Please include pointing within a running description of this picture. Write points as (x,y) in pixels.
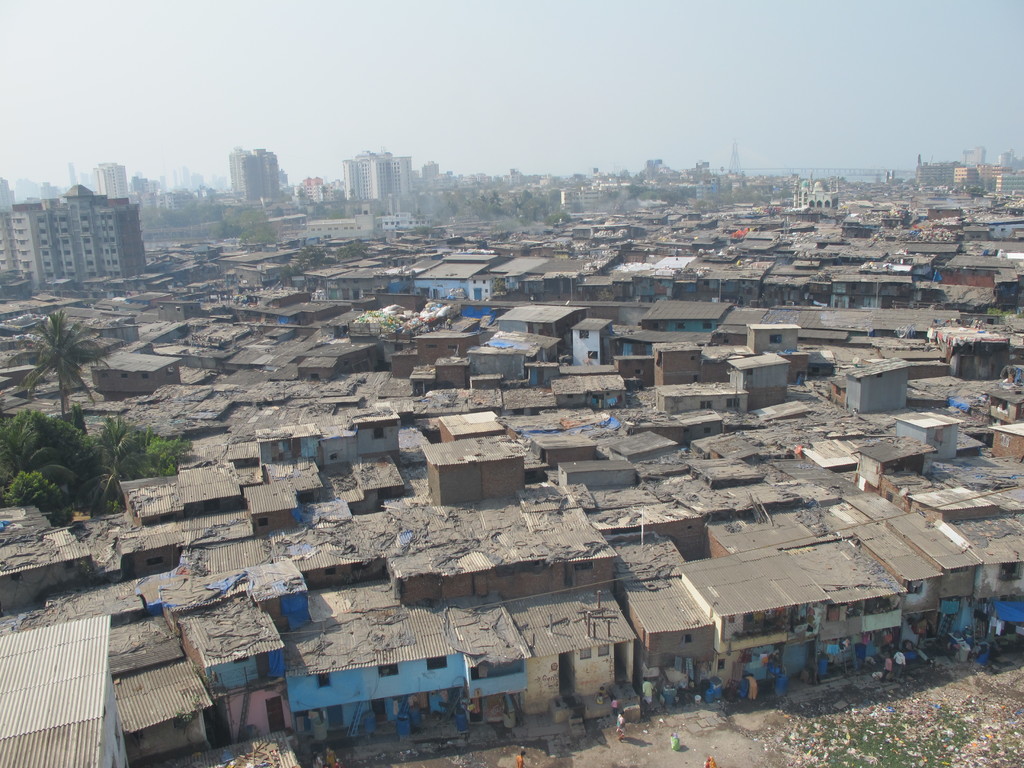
In this picture we can see some people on the ground (821,724), buildings (286,398) with windows (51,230), trees (23,496) and in the background (608,79) we can see the sky (549,117).
